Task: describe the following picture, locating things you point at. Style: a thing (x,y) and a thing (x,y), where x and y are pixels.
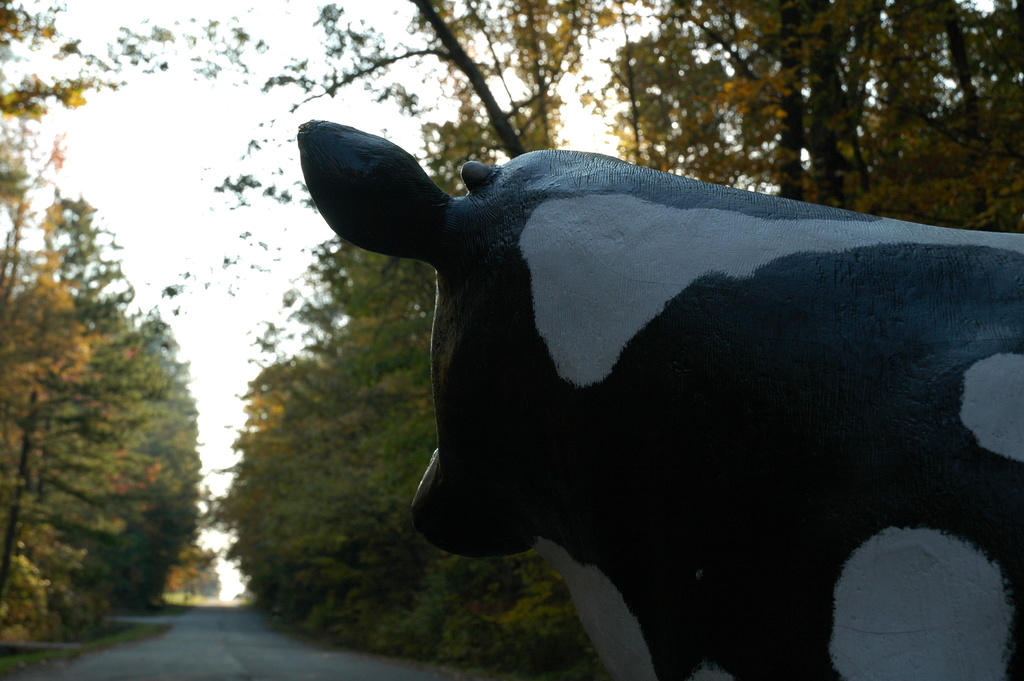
In this image we can see statue (943,338) of an animal (661,359). Here we can see road (196,638) and trees (191,552). In the background (127,128) there is sky (508,97).
